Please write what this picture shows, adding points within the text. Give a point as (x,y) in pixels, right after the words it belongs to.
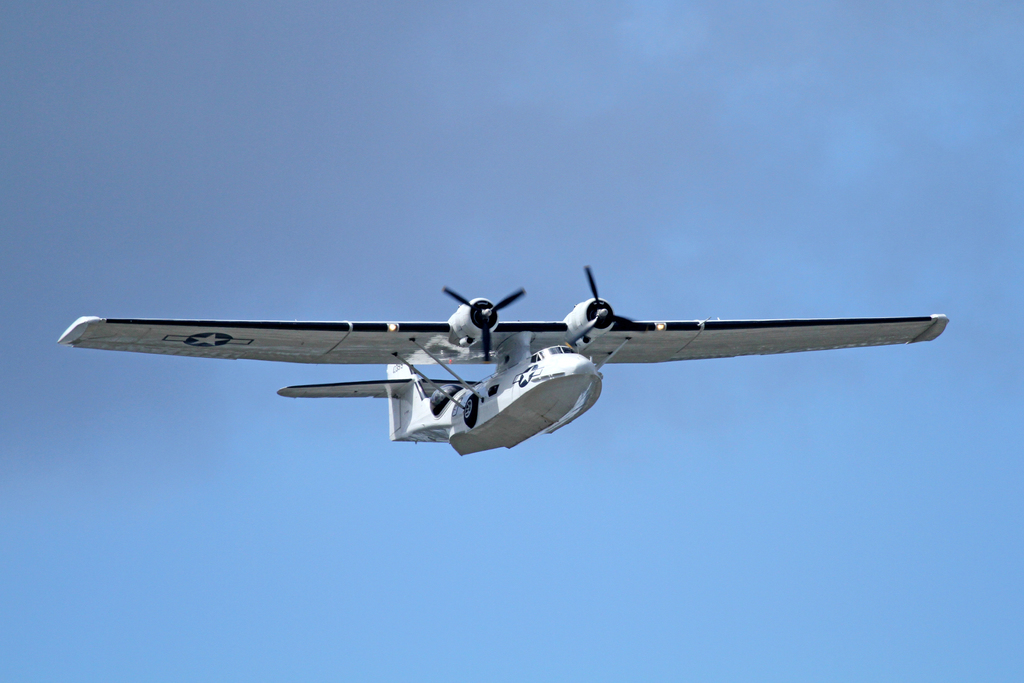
In this image I can see aircraft (181,323) and the sky (251,172) visible in the middle (411,358).
